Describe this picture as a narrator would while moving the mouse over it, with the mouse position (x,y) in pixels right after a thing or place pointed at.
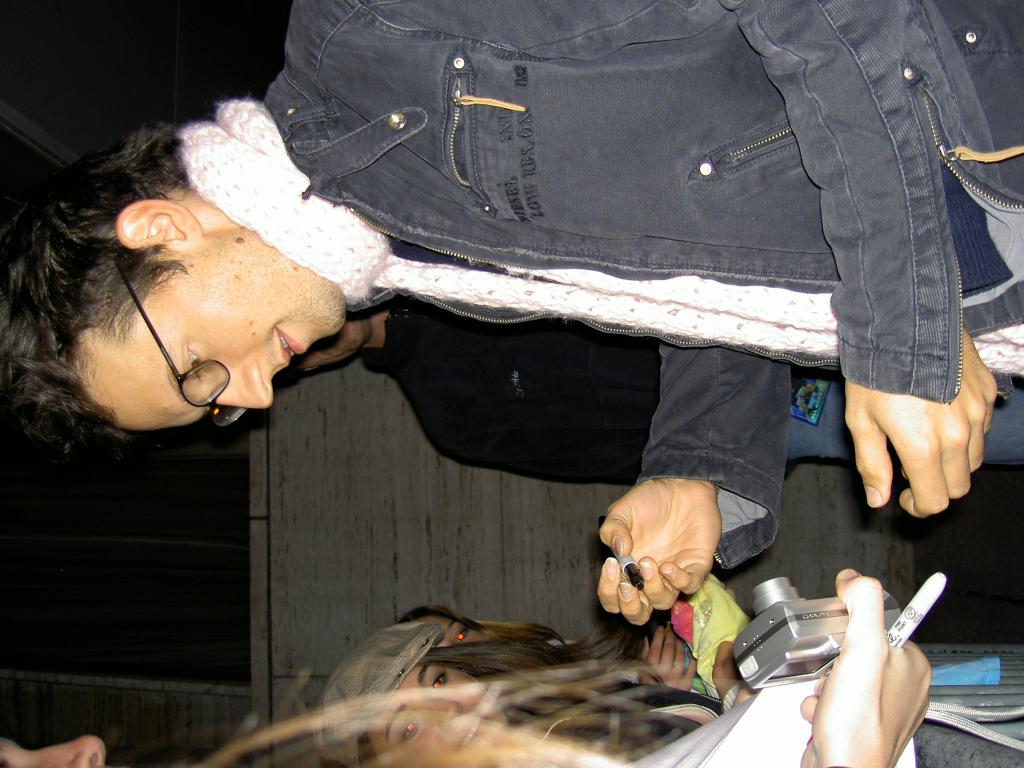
At the bottom (551,655) we can see a person (842,681) is holding a camera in the hand (858,672) and beside him there are two women (474,696) standing and at the top (464,211) we can see a man (51,374) is holding a pen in his hand (620,613) and beside him there is an other person (502,429). In the background (301,603) we can see wall (270,605) and a window (156,593).
